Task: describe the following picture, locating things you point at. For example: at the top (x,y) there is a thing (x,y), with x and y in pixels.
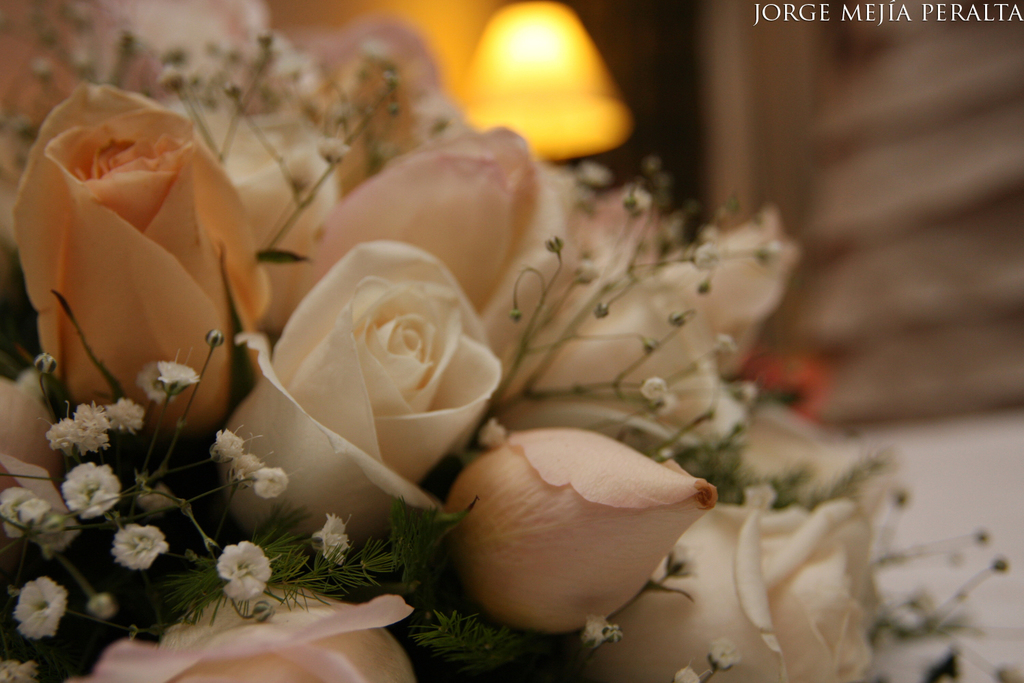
On the left side of the image (341,412) there are flowers (390,257). There is a blur background (570,113) with a lamp (562,103). In the top right corner of the image (1019,12) there is a name (809,3).
